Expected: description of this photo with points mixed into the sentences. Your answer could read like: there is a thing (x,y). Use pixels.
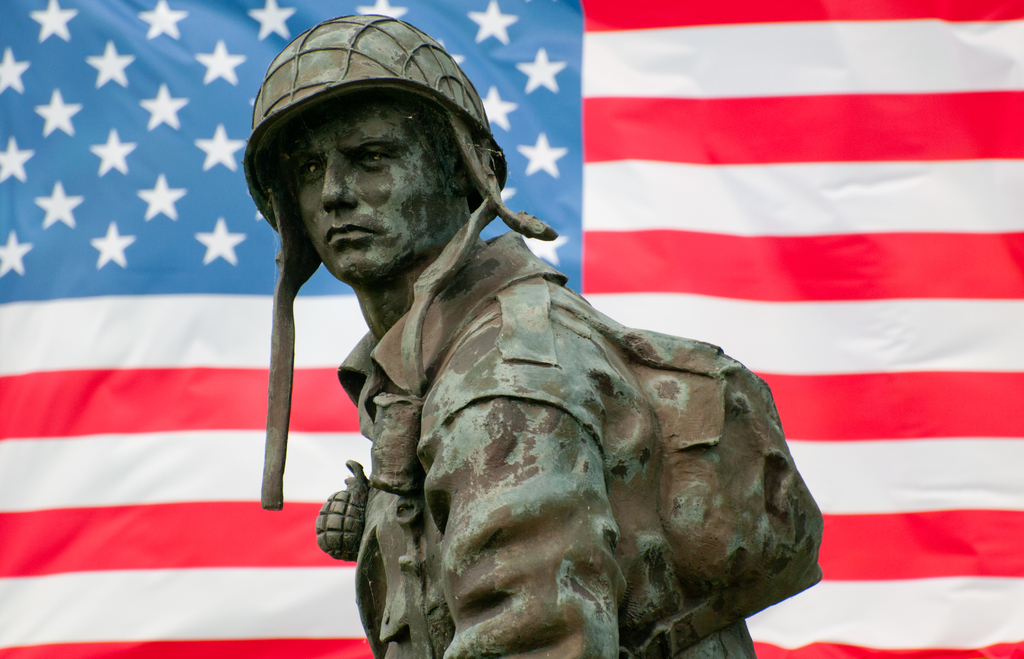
In this picture I can see a statue (360,74) of a person (463,136), and in the background (962,73) there is a flag (757,299).
